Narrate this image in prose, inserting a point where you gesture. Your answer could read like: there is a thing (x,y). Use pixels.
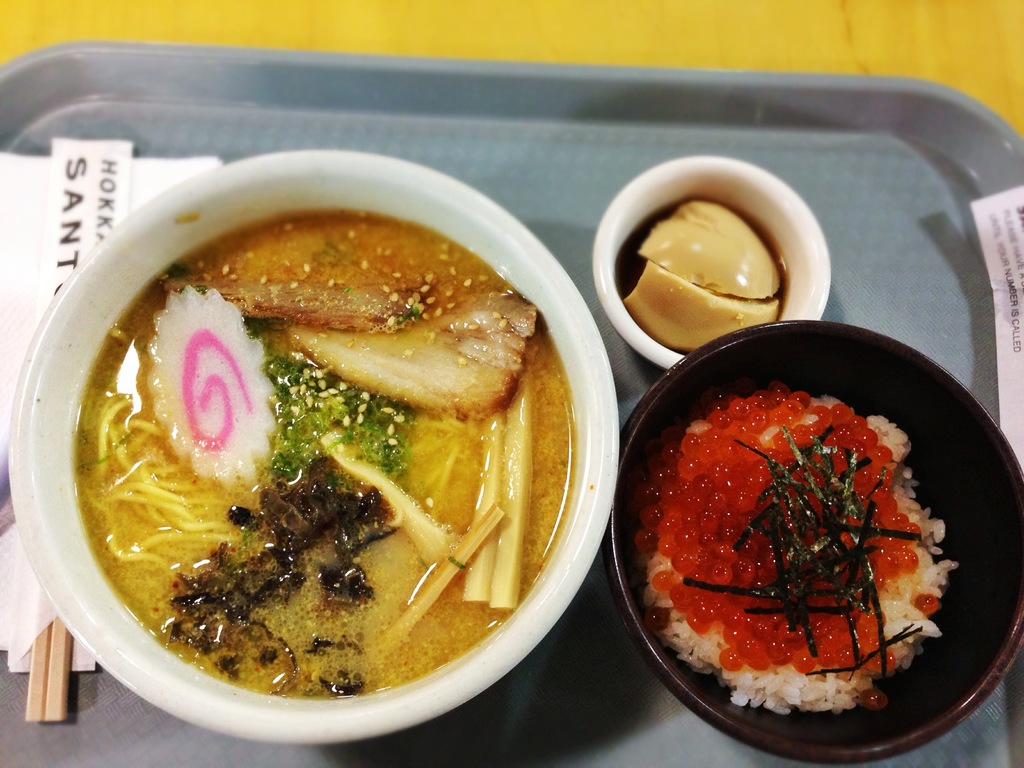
In the image there are three different food items (722,473) served in three bowls (230,184) and kept on a tray (195,67), there are two chopsticks (45,688) beside the bowls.
